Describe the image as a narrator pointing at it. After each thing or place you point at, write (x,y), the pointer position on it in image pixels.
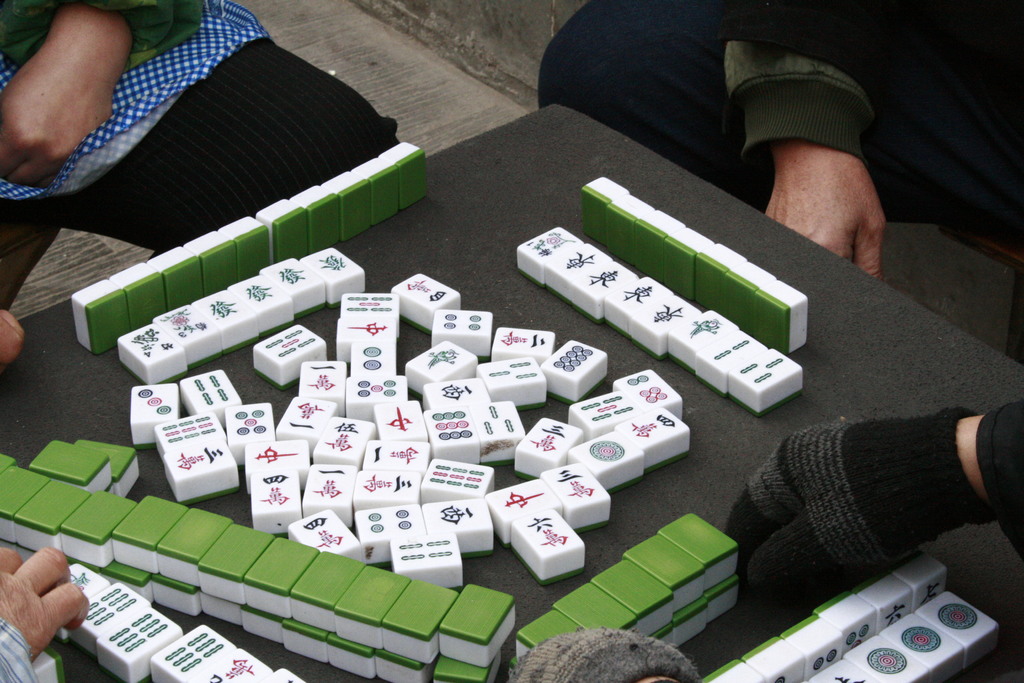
In this picture we can see a table (418,271) in the front (423,271), there are hands (948,490) of two persons (68,620) at the bottom (803,581), we can see two more persons (618,47) at the top of the picture (87,53), these people (100,52) are playing mahjong game (448,375).
